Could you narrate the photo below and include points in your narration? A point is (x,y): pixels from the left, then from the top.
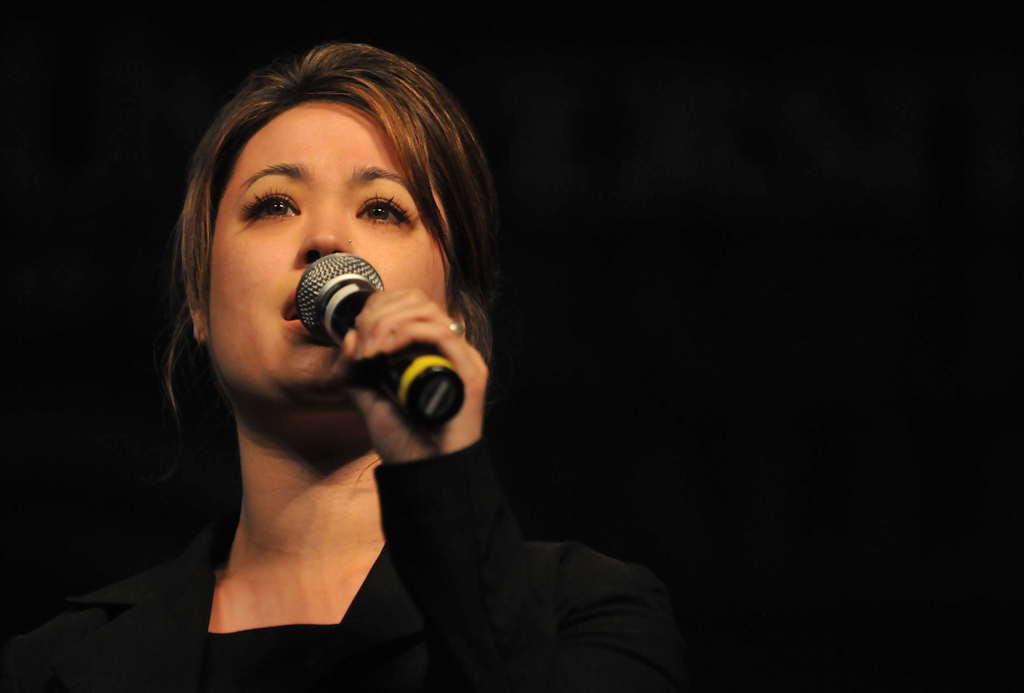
a person (266,411) is holding microphone (327,273) in her hand (397,335). she is wearing a black dress (294,638).
